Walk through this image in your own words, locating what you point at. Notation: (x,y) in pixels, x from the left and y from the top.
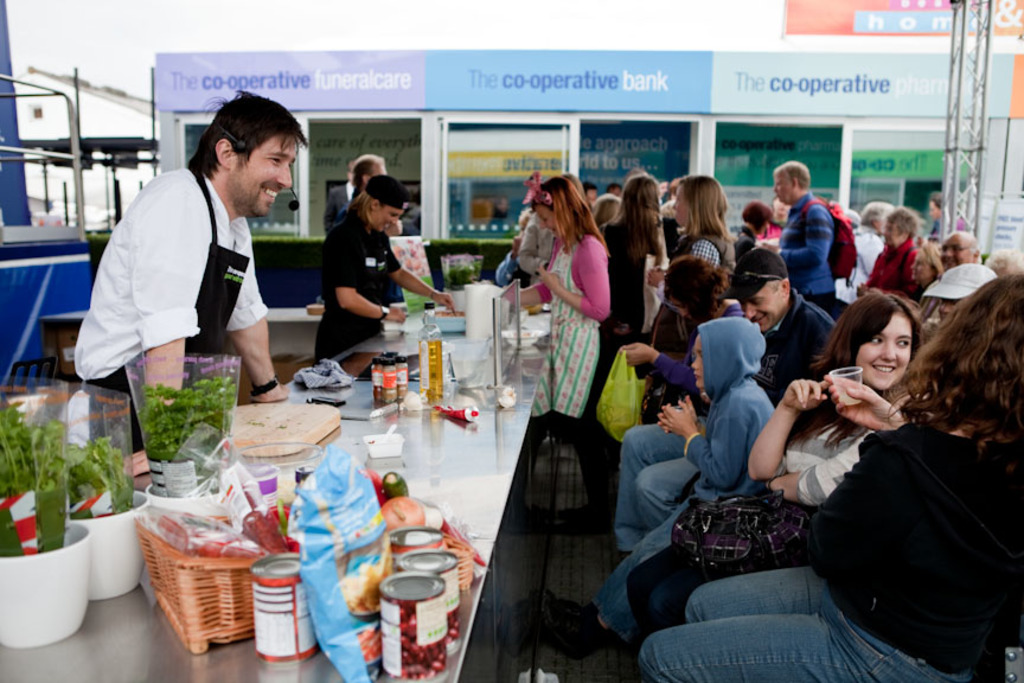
This picture is taken outside. There are three people (394,256) towards the left (248,184) and group of people (582,328) towards the right (694,192). In the center (400,432) there is a table (301,667), on the table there are bowls (21,567), cans (425,619), bottles (379,385) and some leafy vegetables (54,479). Towards the top right (957,107) there is a tower (972,43), towards the bottom right (906,612) there is a woman (936,525) wearing a black t shirt (939,538) and blue jeans (794,605).
